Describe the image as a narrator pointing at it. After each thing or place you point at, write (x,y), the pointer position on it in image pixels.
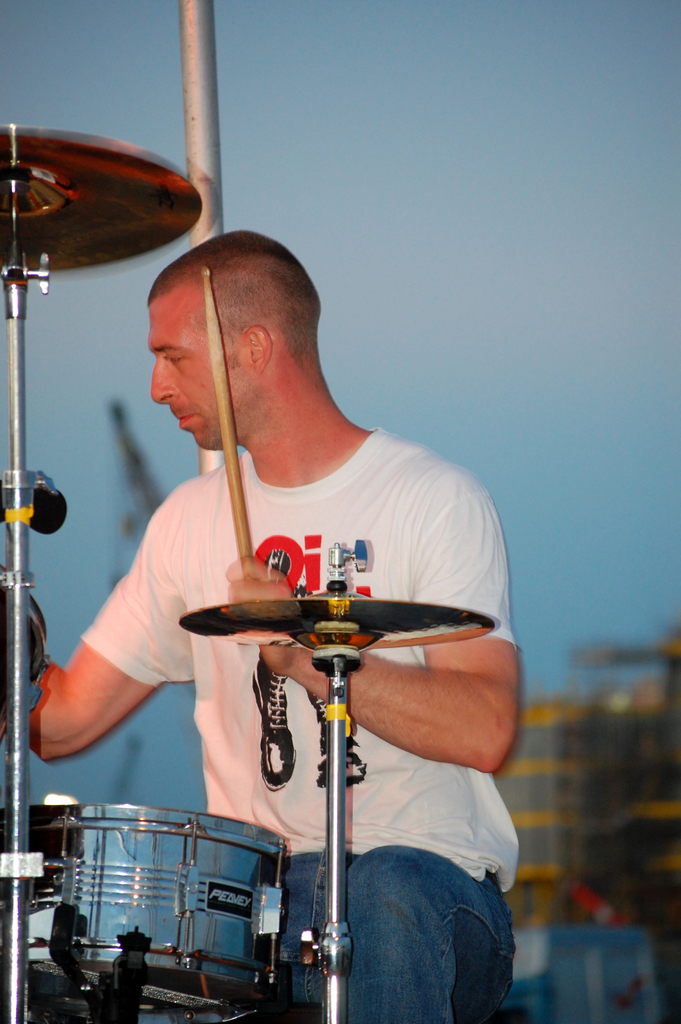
In this picture there is a man (448,848) sitting and holding a stick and we can see musical instrument (7,141) and pole (184,53). In the background of the image (638,788) it is blurry.
